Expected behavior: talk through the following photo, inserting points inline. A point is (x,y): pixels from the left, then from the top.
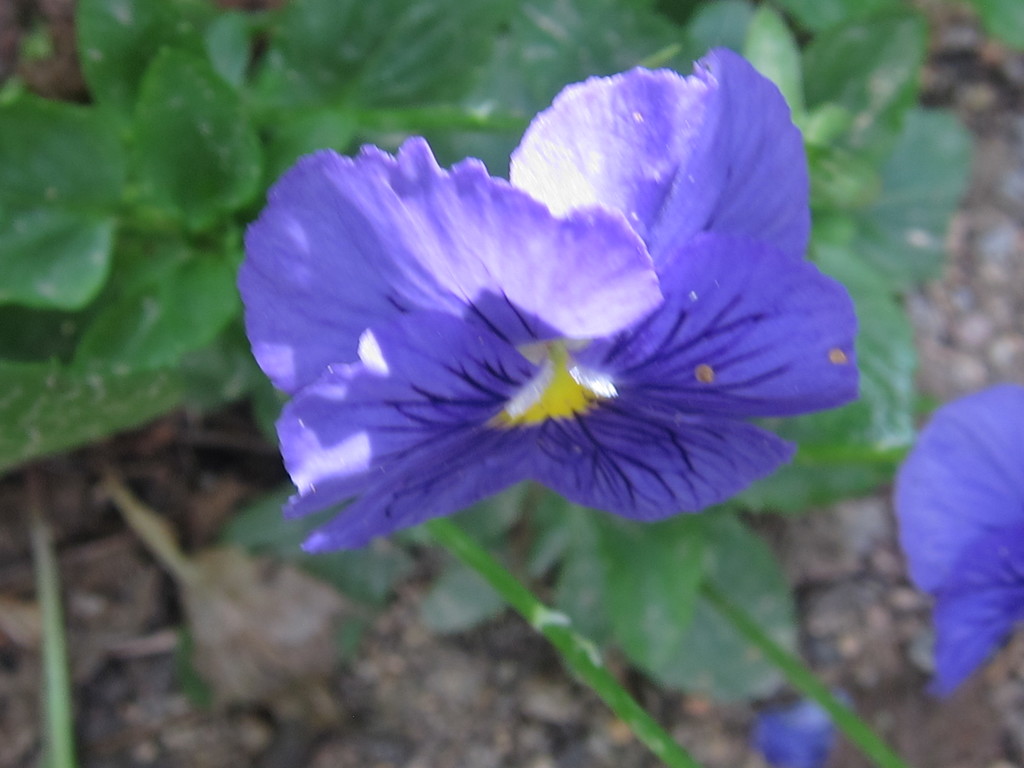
In this image we can see a flower (394,322) to the plant (393,131).
